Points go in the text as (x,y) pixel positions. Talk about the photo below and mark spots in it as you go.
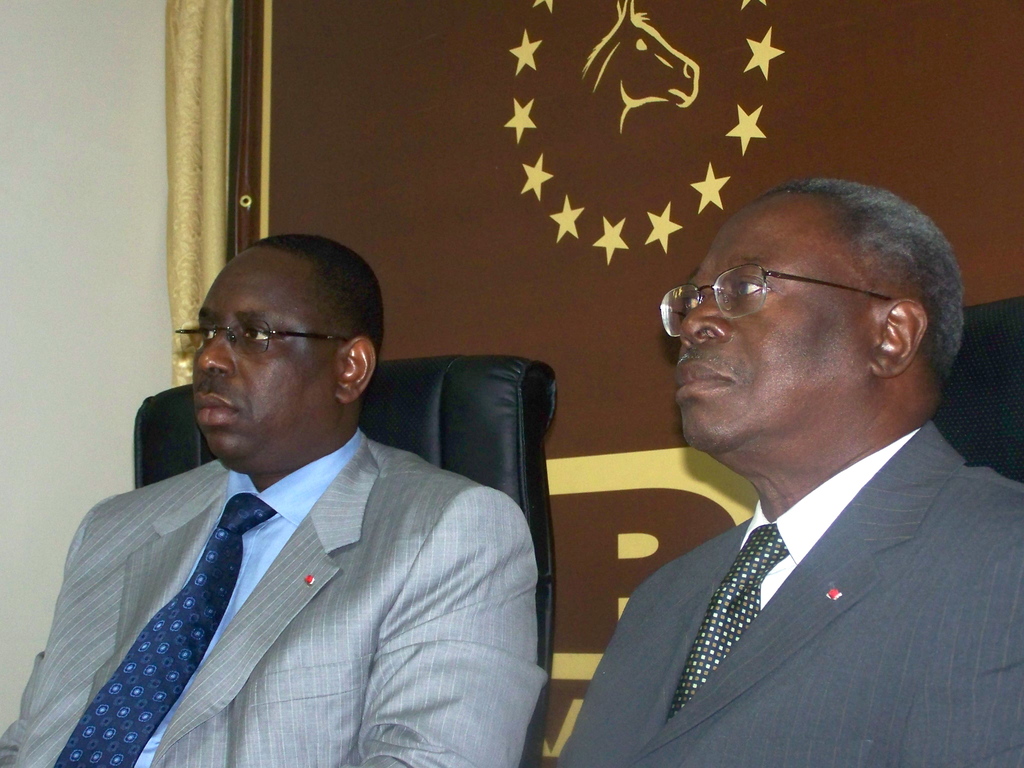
In the center of the image (351,270) there are two persons (76,557) sitting on chairs (473,447). In the background of the image (396,78) there is a wall (24,157).
